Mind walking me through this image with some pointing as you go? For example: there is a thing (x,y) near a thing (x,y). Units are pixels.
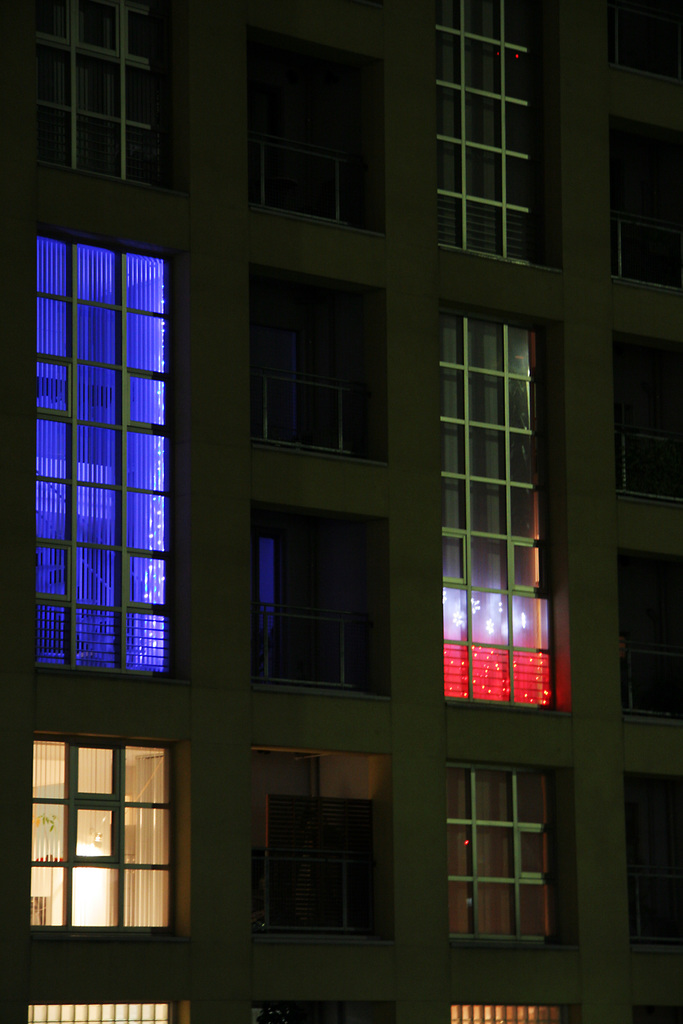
In this image we can see a building (313,708) and windows (72,103).
